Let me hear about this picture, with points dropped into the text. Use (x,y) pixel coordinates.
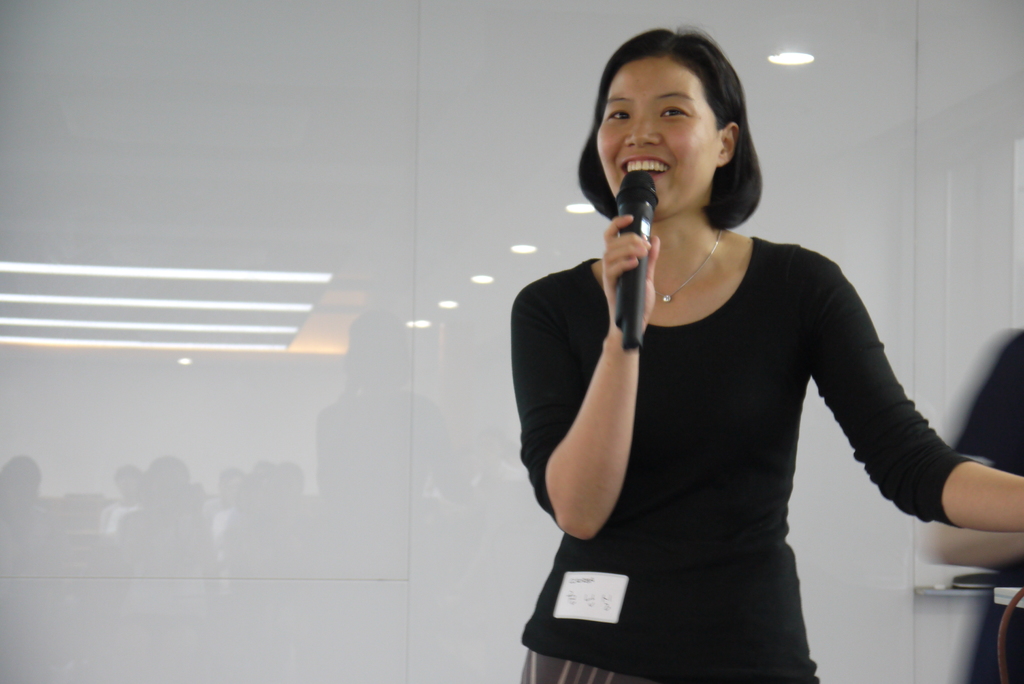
In this picture there is a lady (691,489) standing and holding a mike (634,274). She is wearing a chain (692,274). She is smiling. She is having a bob cut (739,145). She is wearing a black t-shirt (746,488). At the background (354,261) there is white board (398,228).
